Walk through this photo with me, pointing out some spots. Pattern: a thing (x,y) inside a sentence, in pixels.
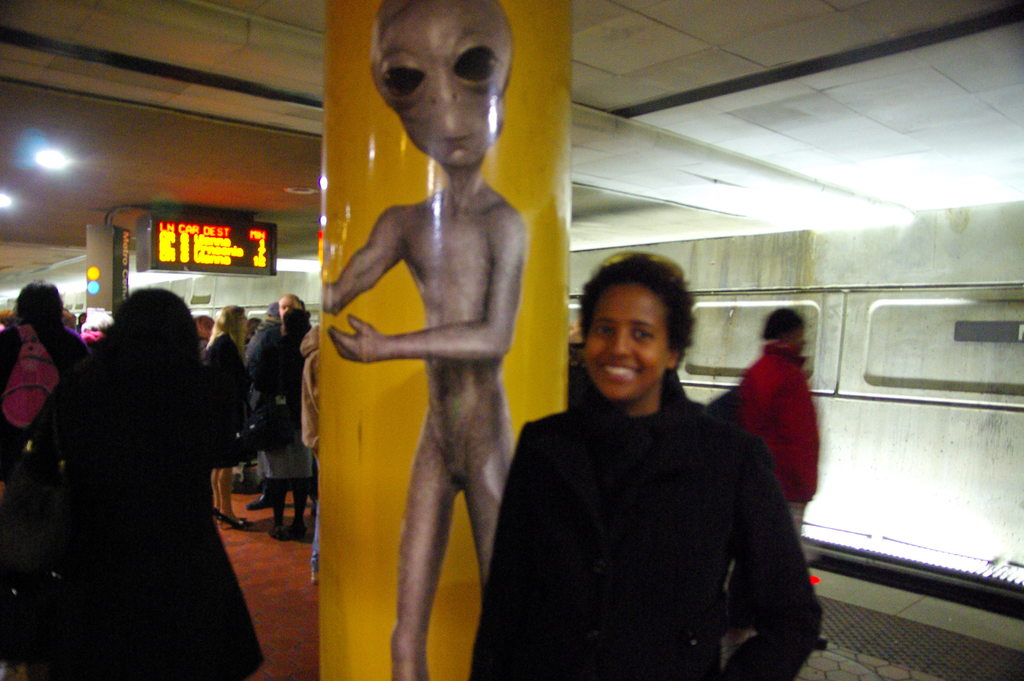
There is one picture (439,319) of an alien (458,305) on the pillar (406,392) as we can see in the middle of this image (437,355). There are some persons (112,392) standing in the background (247,373). There is a display board (229,251) on the left side of this image (186,233).
